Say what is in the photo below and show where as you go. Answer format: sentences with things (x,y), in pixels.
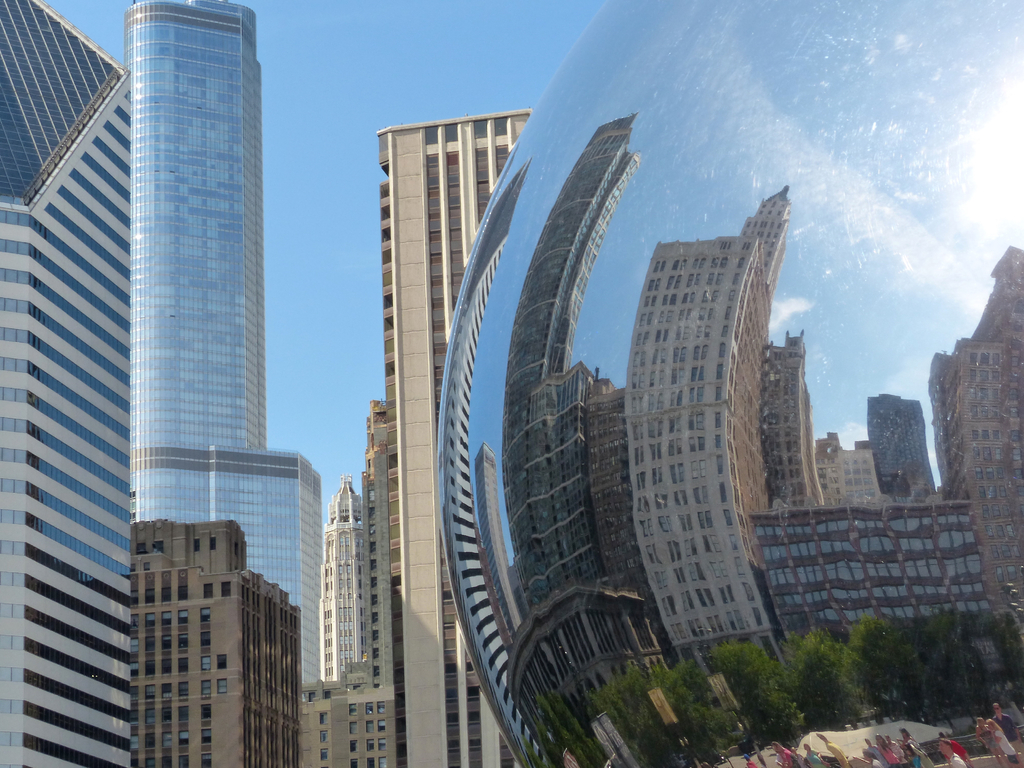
In this image I can see the metal surface (787,224) on which I can see the reflection (687,392) of few buildings (726,420), few trees (862,650) and few persons (1000,737). In the background (341,647) I can see few buildings (221,517) and the sky (311,170).
